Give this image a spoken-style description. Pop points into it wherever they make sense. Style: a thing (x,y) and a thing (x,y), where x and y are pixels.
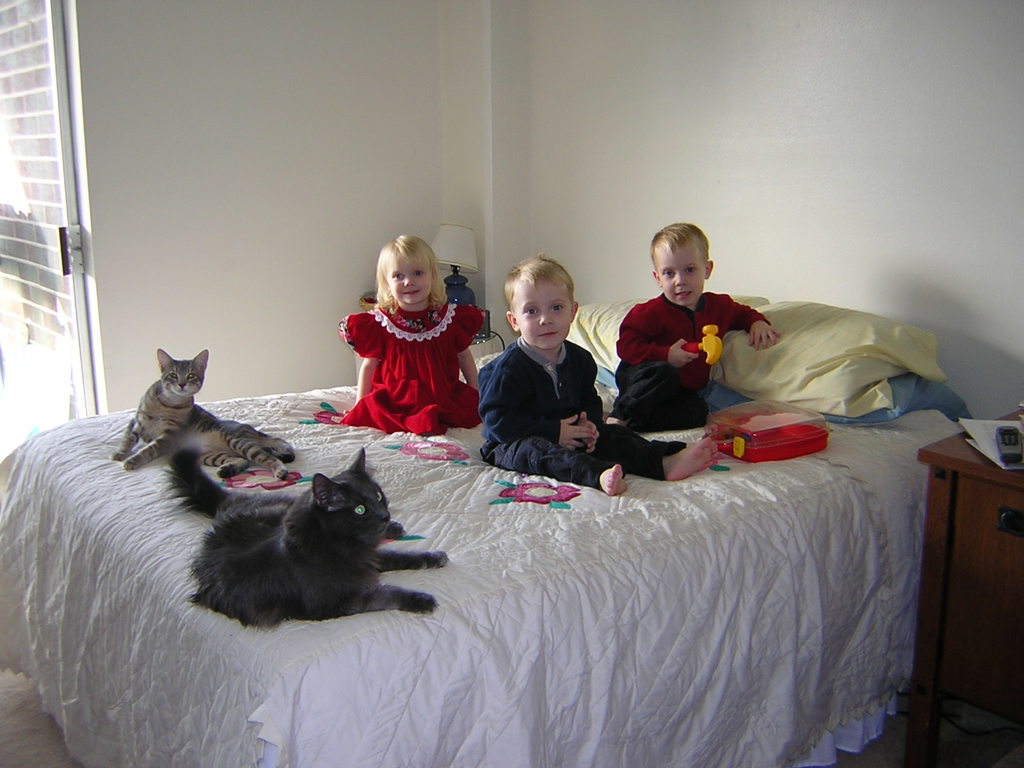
The picture is taken in a closed room (201,278) in which one big bed (836,565) is present on that there are two cats (301,519) and three children (660,474) and one box (796,418), pillows (875,393) are present. One girl (459,415) is in red dress (449,371) and one boy (686,337) is in red shirt (688,335) and pant (663,418) and another boy (583,471) is in blue dress (522,440), behind them there is bed lamp (448,228) and a big wall (924,297) and beside the bed (907,457) there is a table (965,595) on which remote (1013,438) and papers (994,457) present and there is a door (72,402) opened.
